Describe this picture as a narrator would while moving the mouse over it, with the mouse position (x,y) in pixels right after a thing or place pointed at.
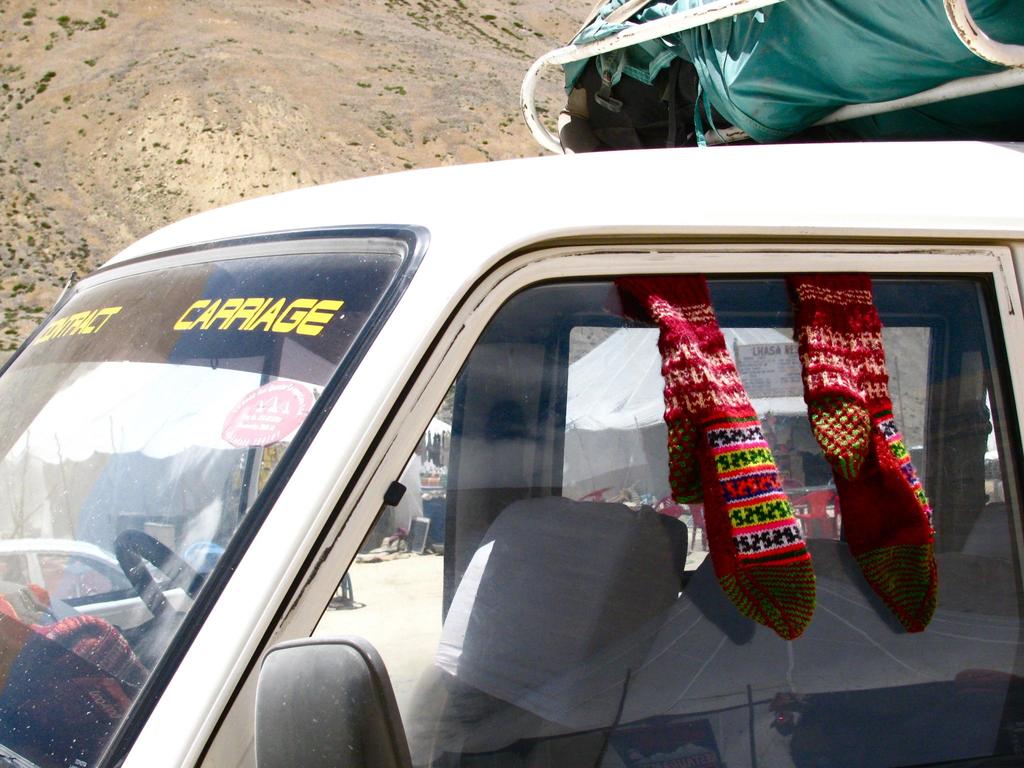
Here I can see a vehicle (443,411). Here I can see two red color socks (709,427) hanging to the window glass (581,380). On the left side (264,313), I can see some text (118,309) on the front glass (148,369). At the top of the vehicle (794,220), I can see some luggage (732,50). In the background (238,86), I can see the land (117,185).
